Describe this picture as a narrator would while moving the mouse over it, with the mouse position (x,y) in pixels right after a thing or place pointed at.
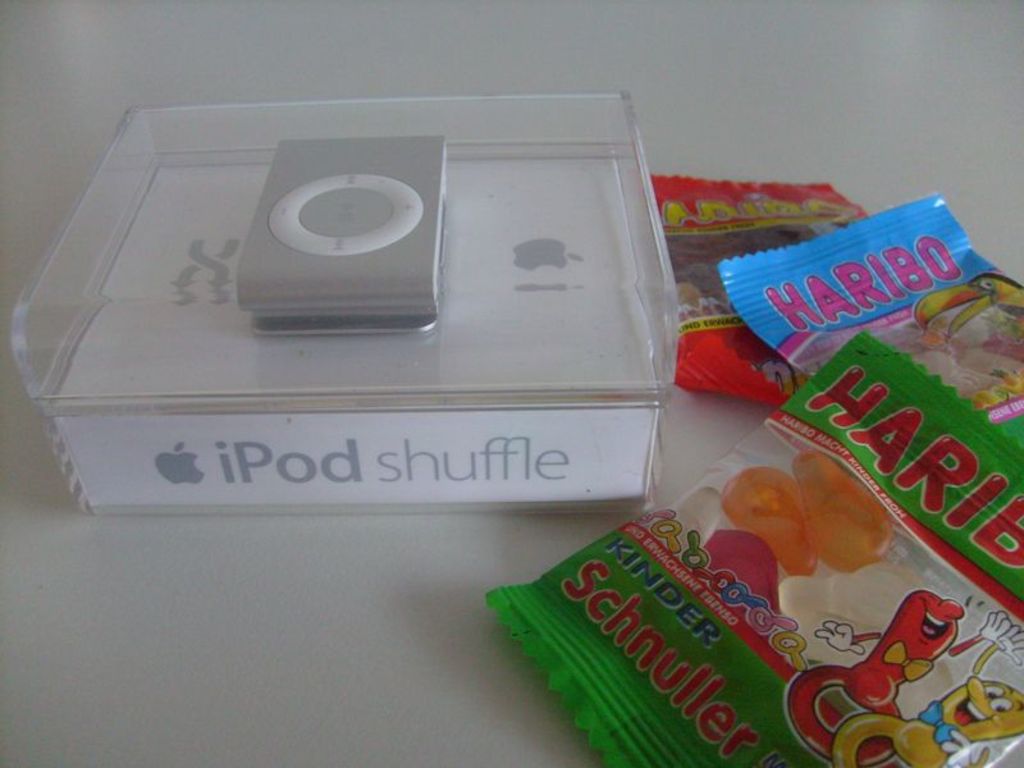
In this picture I can see the iPod (443,202) in a plastic box (520,307). Beside that I can see the plastic covers (918,469) which are kept on the table (764,132).
